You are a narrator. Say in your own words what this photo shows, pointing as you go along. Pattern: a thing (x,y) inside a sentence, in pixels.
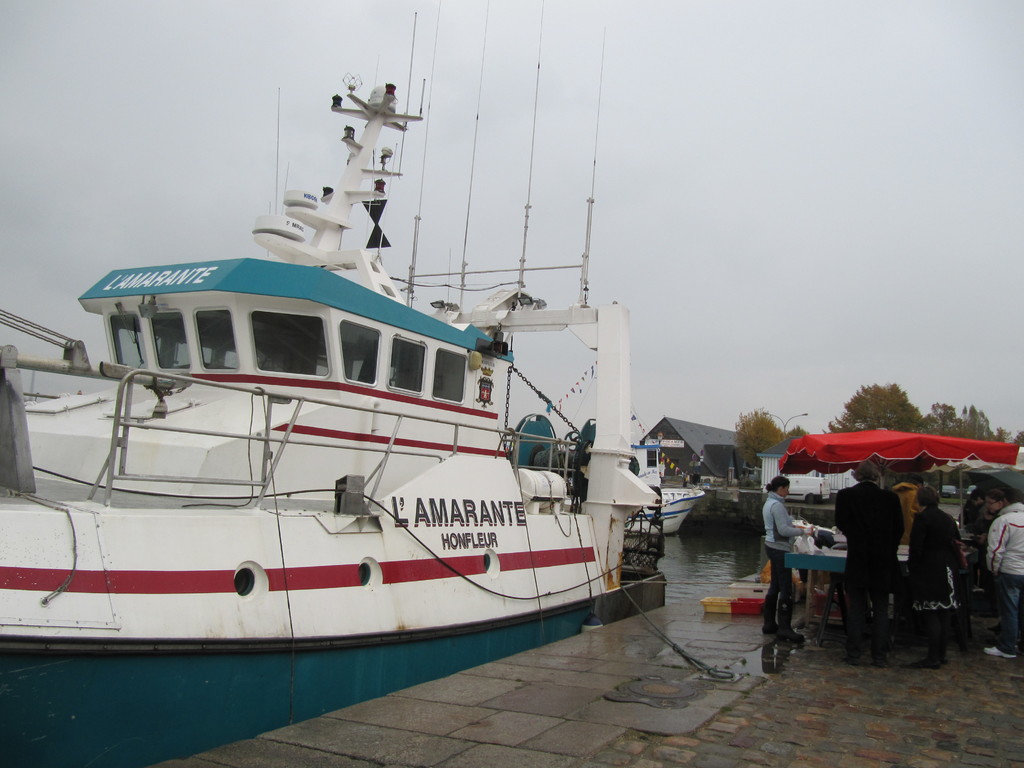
It's a ship (399,497) in white color, on the right side (870,489) few people (859,515) are standing. At the top (730,250) it's a cloudy sky (720,250).
